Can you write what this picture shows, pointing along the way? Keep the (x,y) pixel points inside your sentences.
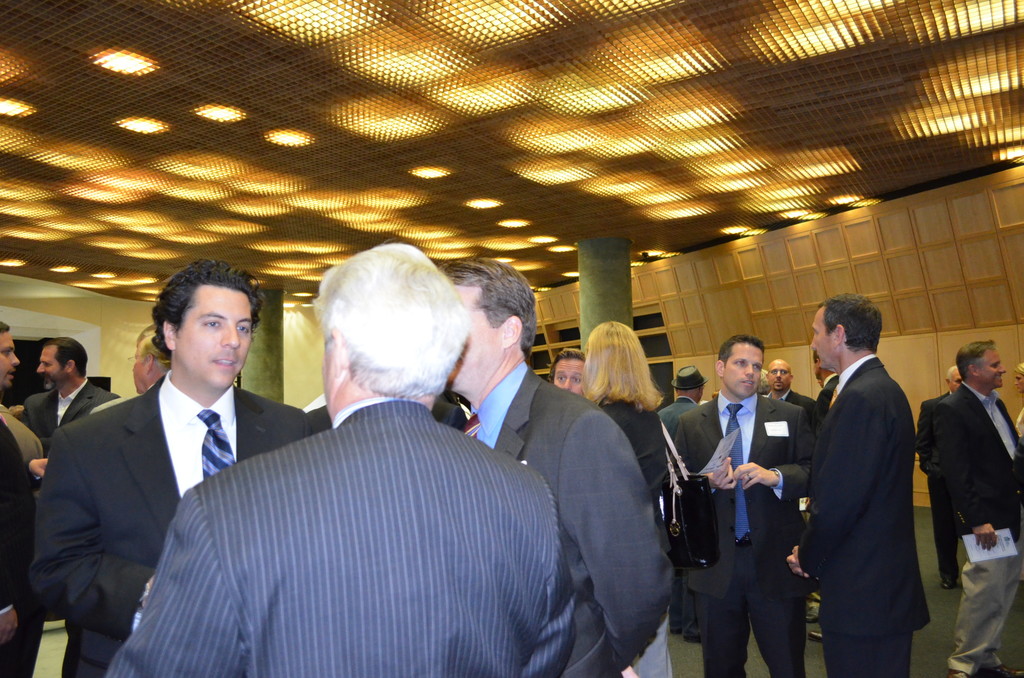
There are people (474,394) standing and she is carrying a bag (701,539). In the background (863,261) we can see pillars (609,301) and walls (850,263). At the top (360,220) we can see lights (482,202).
